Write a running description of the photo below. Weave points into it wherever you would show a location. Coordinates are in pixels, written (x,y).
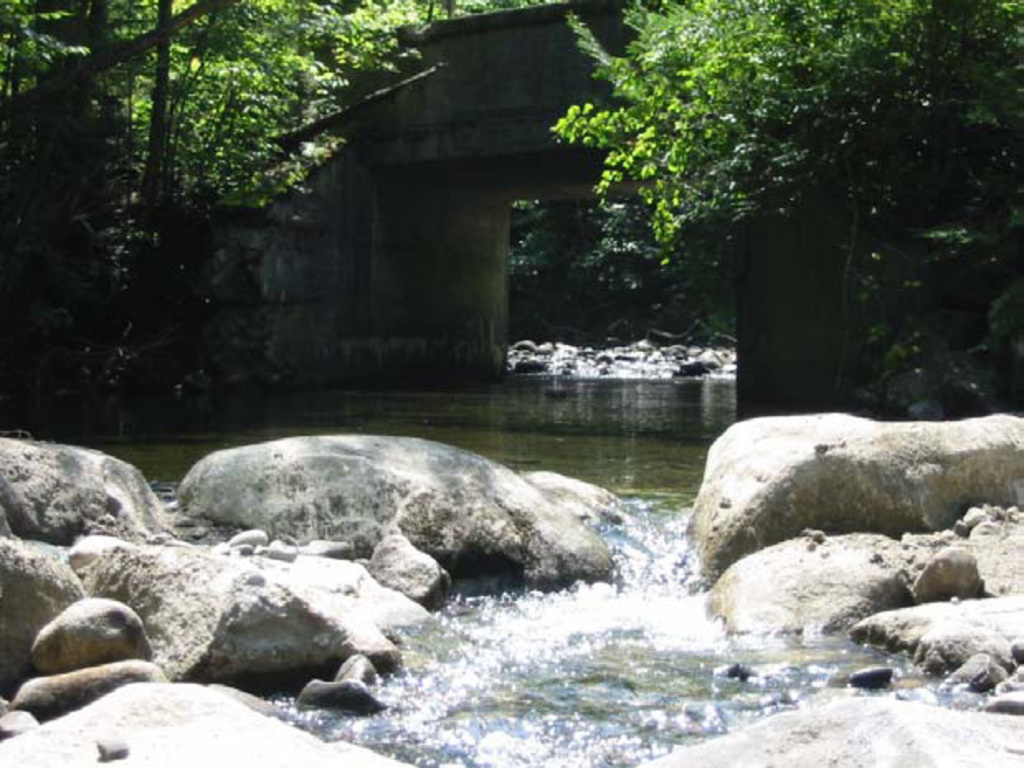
In this picture I can see rocks (470,536) and water (490,611). In the background (498,183) I can see trees (125,109) and a bridge (504,94).
